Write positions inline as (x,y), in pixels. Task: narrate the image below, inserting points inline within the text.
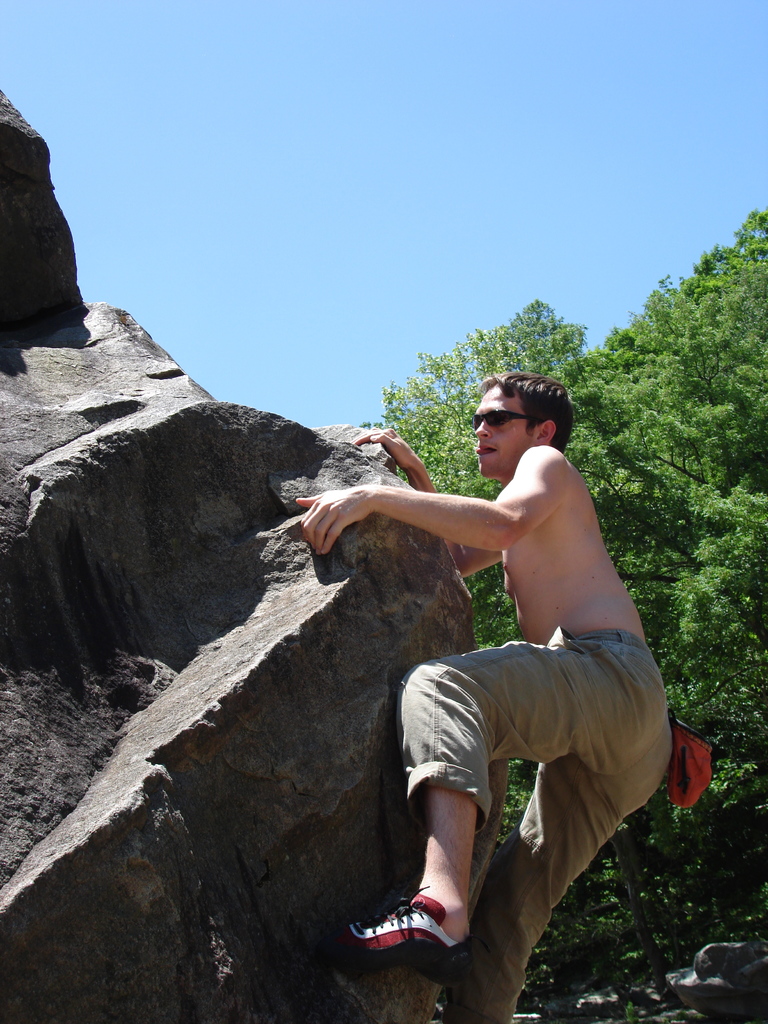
In this picture we can see man (633,638) trying to climb a mountain (471,598). He wore black colour goggles (498,419). At the top (509,201) we can see a clear blue sky (432,129). These are the trees (739,641).
